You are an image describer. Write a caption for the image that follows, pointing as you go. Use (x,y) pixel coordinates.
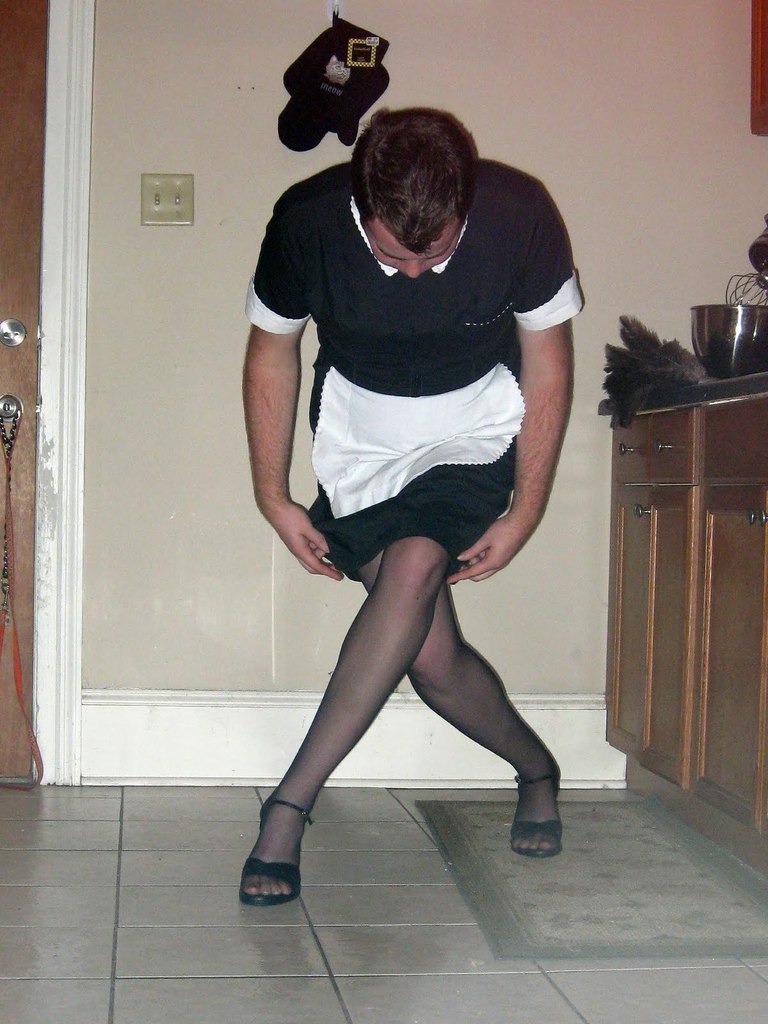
In the picture I can see a person (441,339) wearing black dress (417,349) and there are few objects (718,339) in the right corner (703,433) and there is a door (25,330) and there is an object (294,73) attached to the wall (256,133) in the background (290,101).
